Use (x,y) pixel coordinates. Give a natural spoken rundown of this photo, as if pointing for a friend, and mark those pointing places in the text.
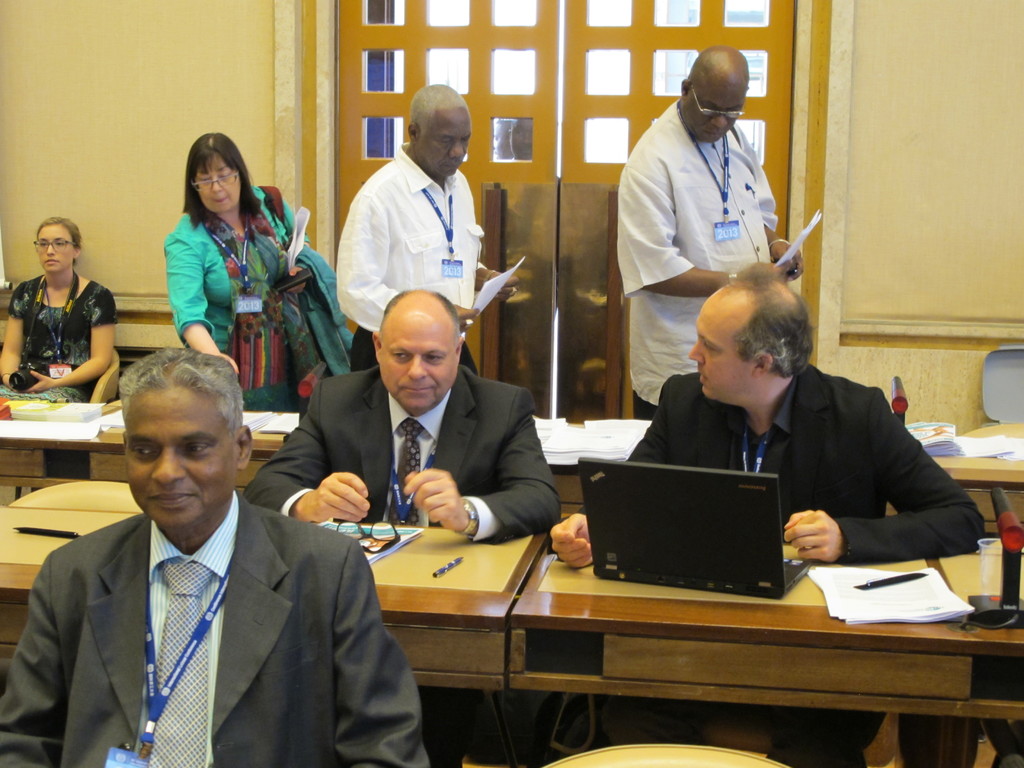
As we can see in the image there is a yellow color wall (127,119), door (579,47), few people (629,227) here and there, chairs (591,761) and tables (402,562). On tables (466,566) there are papers (604,444), spectacles (385,546), pens (449,564) and a laptop (708,564).
